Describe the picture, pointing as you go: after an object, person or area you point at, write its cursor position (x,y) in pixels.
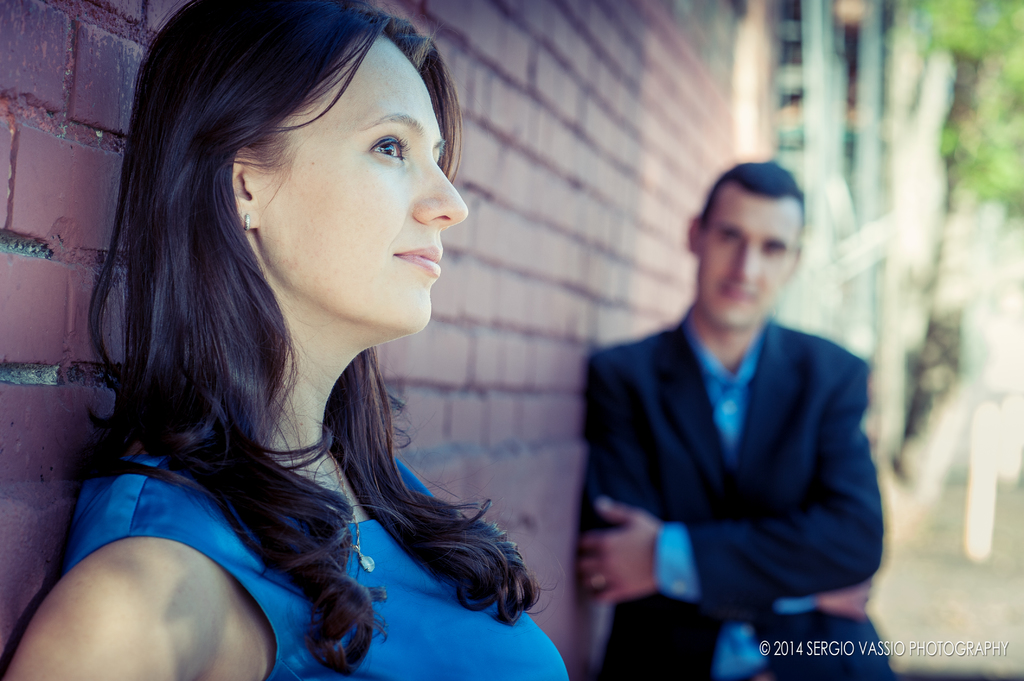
This image is taken outdoors. In the background (98,229) there is a wall (573,201) and there is a tree (928,141). There are a few objects (808,57). On the left side of the image (285,469) a woman (330,531) is standing. On the right side of the image (720,500) a man (721,417) is standing.
